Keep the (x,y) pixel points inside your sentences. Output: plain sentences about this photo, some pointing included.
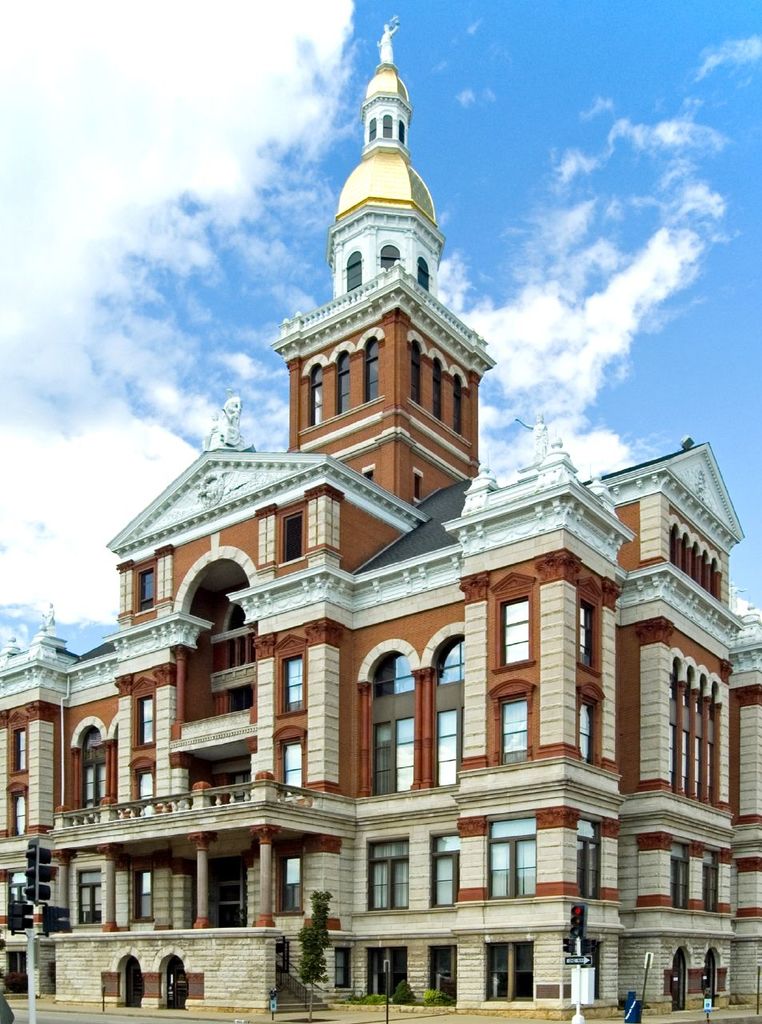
This image consists of a building (425,820) in brown color. At the top (248,159), there are clouds (225,69) in the sky (90,590). This buildings (382,753) consists of many windows (583,723) and door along with the pillars (163,761).
